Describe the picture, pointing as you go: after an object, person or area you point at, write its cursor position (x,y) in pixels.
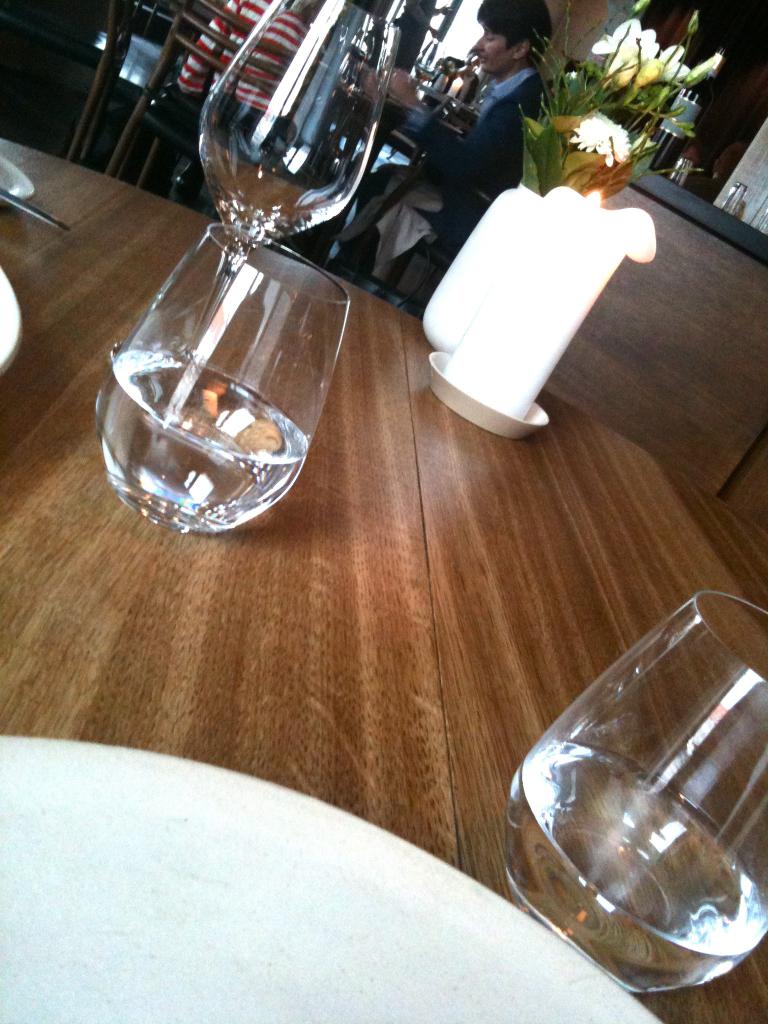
In this image there are glasses (261,294), candles (526,406), flower vase (484,254), plates (123,849) on the table (203,686). At the back (509,160) there is a person (468,172) sitting behind the table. There are chairs (81,137) at the back (197,49).
